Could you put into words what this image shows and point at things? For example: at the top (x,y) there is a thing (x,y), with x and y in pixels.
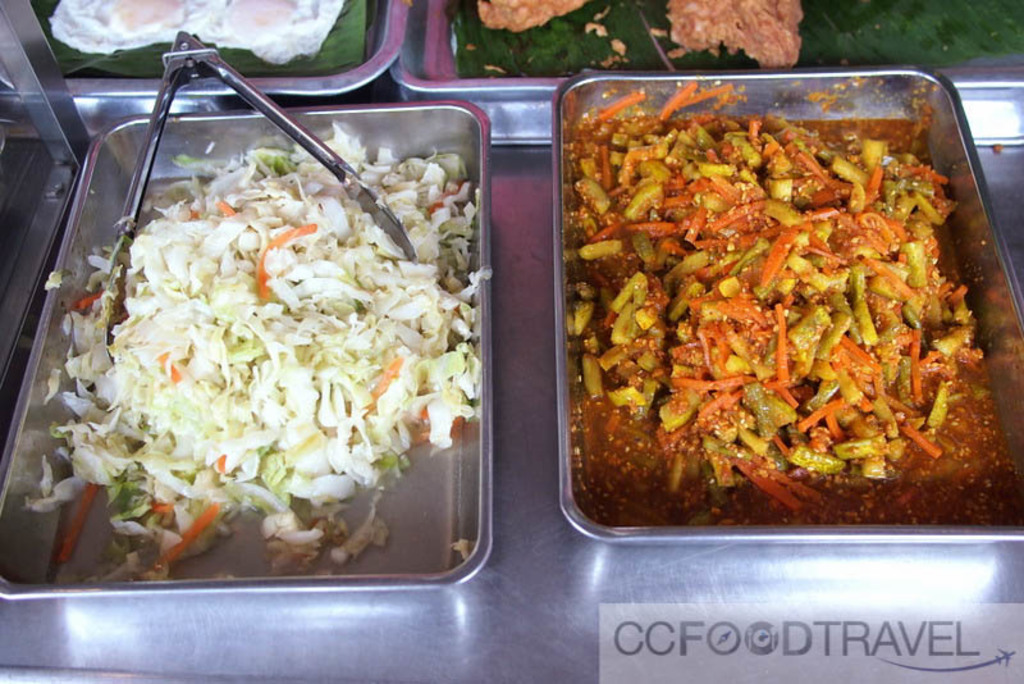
In this image, we can see food items (440,403) in the trays (184,135) and there is a holder (248,85), which are placed on the stand (299,641). At the bottom (694,628), there is some text (772,647).
